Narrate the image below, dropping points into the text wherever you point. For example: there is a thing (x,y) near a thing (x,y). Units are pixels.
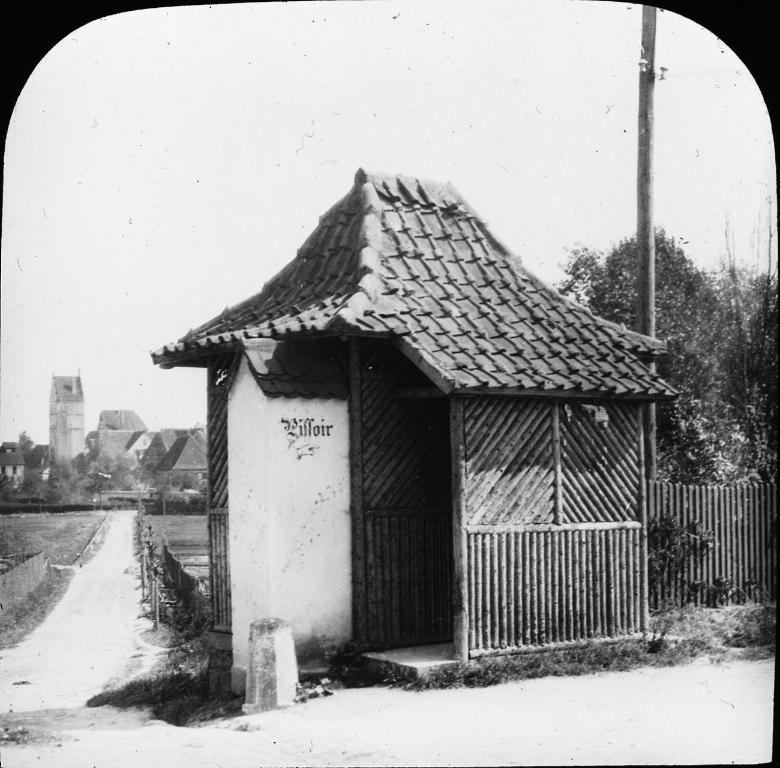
In this image I can see the houses (292,468). On the right side (674,431), I can see the trees (686,319). I can also see the image is in black and white color.
